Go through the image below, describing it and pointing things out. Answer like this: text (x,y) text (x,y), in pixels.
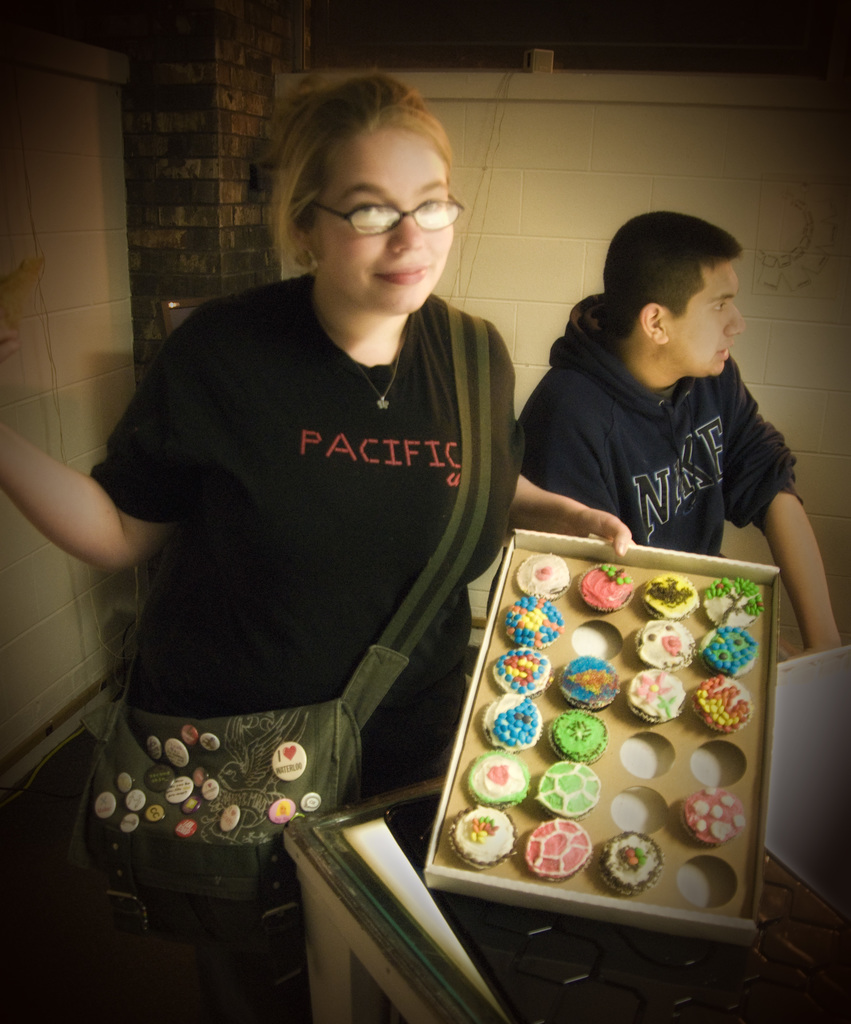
In this image we can see few people (597,373). A person (366,622) is holding an object (620,787). There are few cakes (646,855) in the image. We can see the wall (625,147) in the image. There is a bag (271,839) in the image.
